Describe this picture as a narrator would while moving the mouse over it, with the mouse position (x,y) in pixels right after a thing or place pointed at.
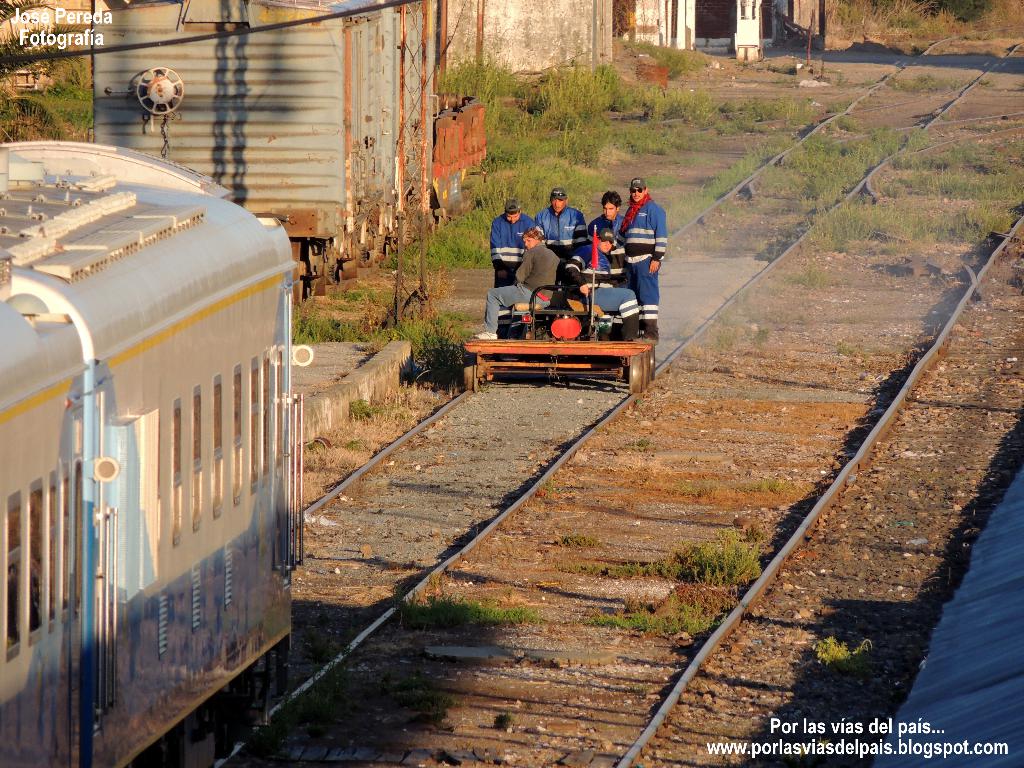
In this image we can see a few people (554,229) on a vehicle (568,285), there are rail tracks (659,361), train (269,395), shed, iron rods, plants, also we can see a flag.
